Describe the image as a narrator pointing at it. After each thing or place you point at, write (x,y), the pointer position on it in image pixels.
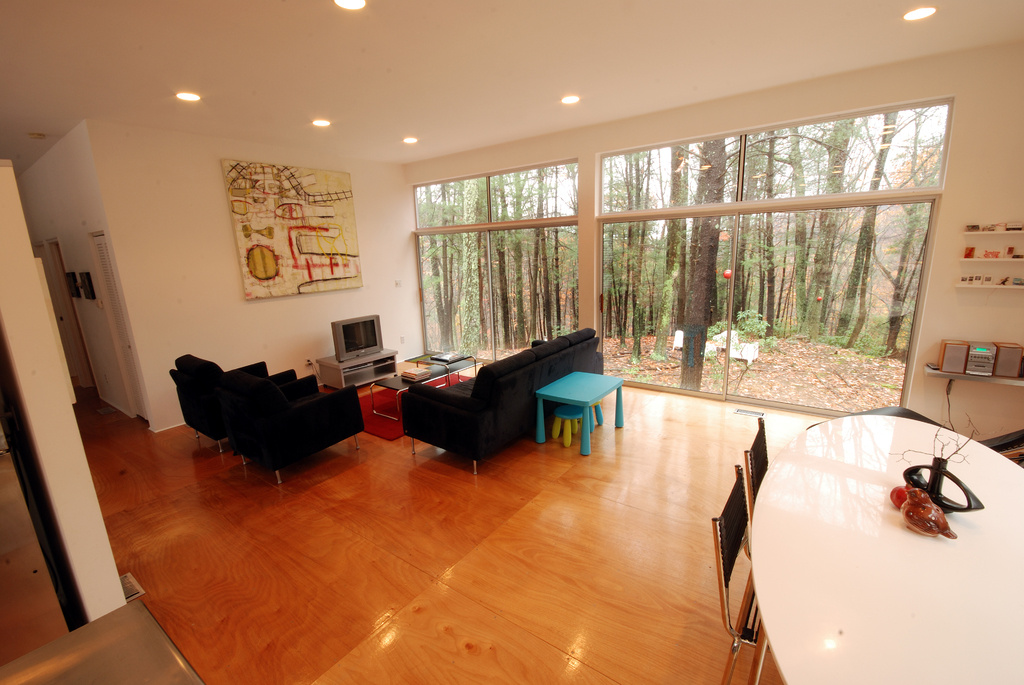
The image is taken in the room (383,446). In the center of the room (229,428) there are sofas (498,418) and we can see tables (782,542). There are chairs (1007,438). There is a television (341,359) placed on the stand (341,386). On the left (305,294) there is a board (258,265) placed on the wall (211,270) and we can see things (976,364) placed in the shelf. There are trees (658,281) and we can see doors (682,345).
